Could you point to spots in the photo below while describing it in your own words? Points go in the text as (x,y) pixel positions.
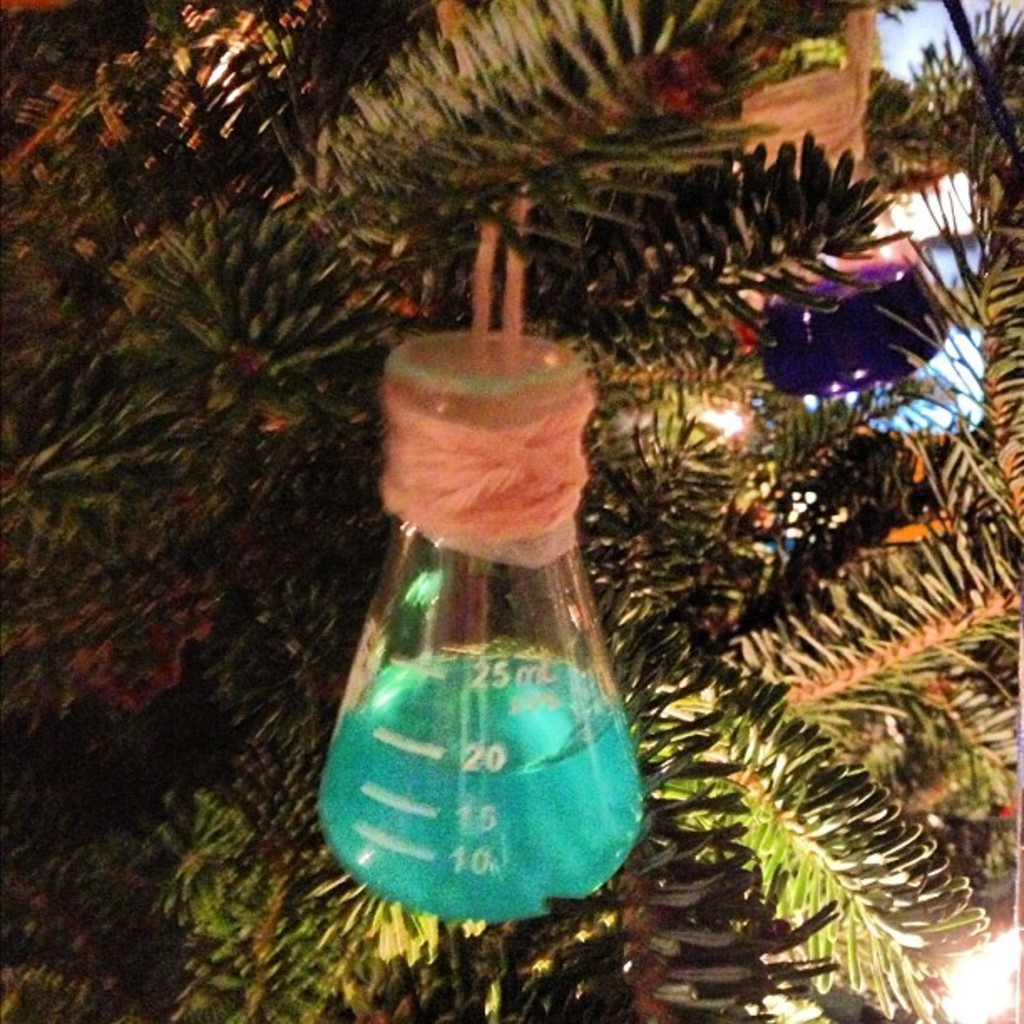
This is a picture of a tree (275,343) where some measuring jars (549,423) are hung to it in the center (536,414) and the right of the picture (894,372).
